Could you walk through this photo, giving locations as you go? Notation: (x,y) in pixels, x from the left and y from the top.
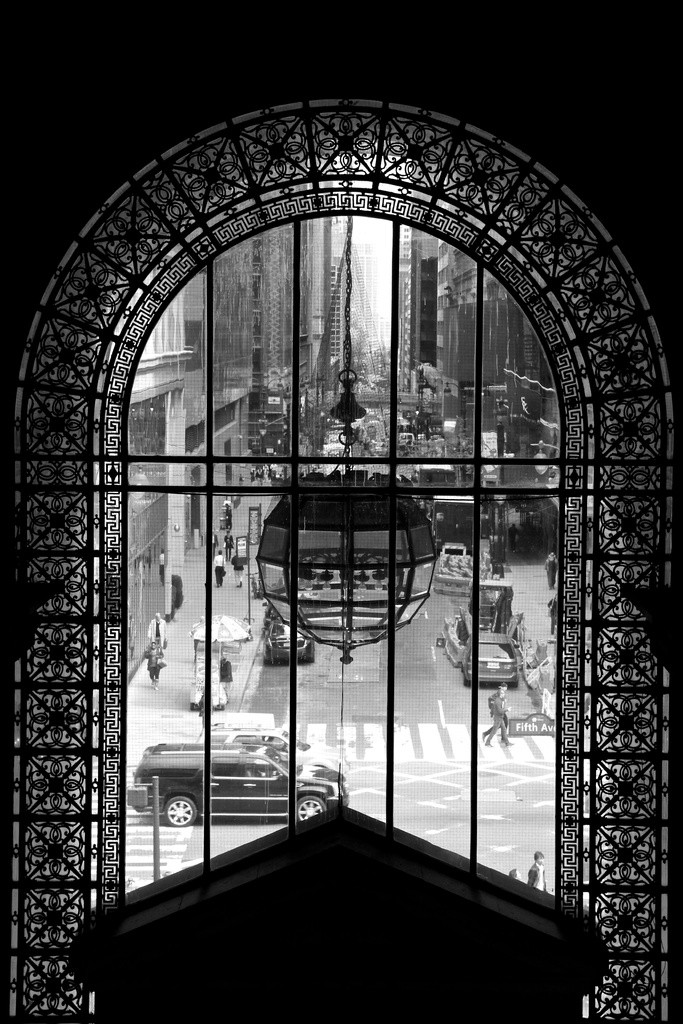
It looks like a black and white picture. We can see a window (59,902) with the grilles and behind the window (347,766) there are some vehicles (219,750) and people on the road (413,702). On the left (174,520) and right side of the vehicles (467,569) there are buildings (268,355). In front of the window (294,354) there is an object (409,549).
